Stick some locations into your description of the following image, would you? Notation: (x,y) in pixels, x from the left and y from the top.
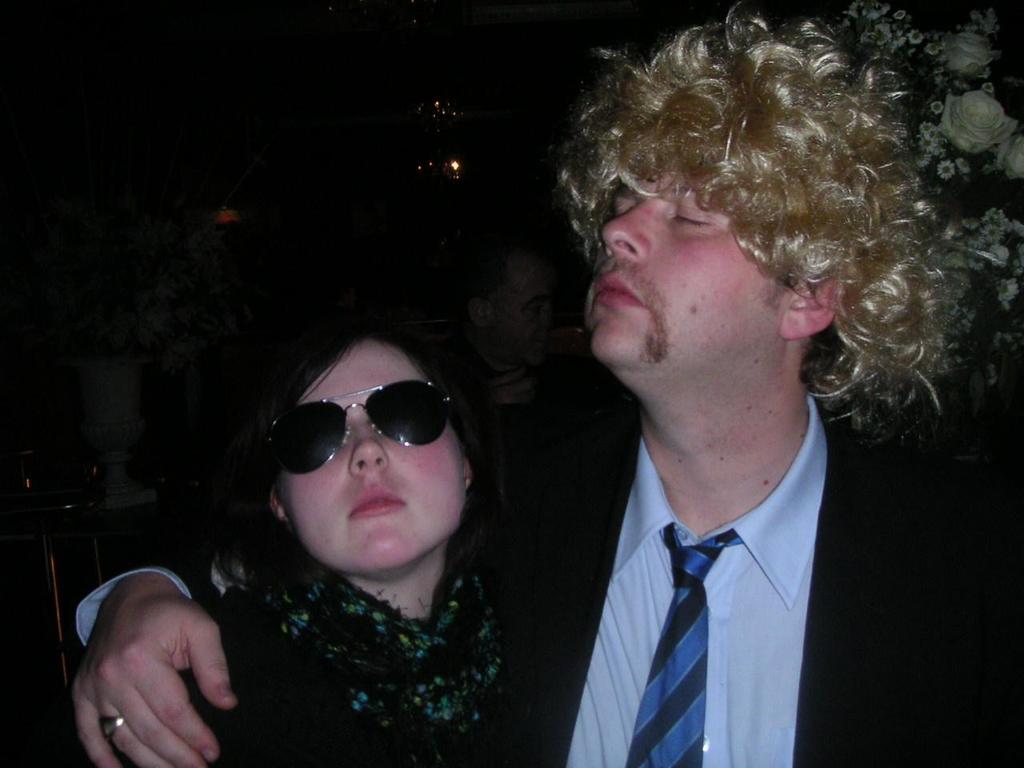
This image consists of two persons (442,661) wearing black dress (816,681). To the right (812,682), the man (811,682) is wearing a wig (751,152). On the left (291,649), the woman (406,687) is wearing shades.
